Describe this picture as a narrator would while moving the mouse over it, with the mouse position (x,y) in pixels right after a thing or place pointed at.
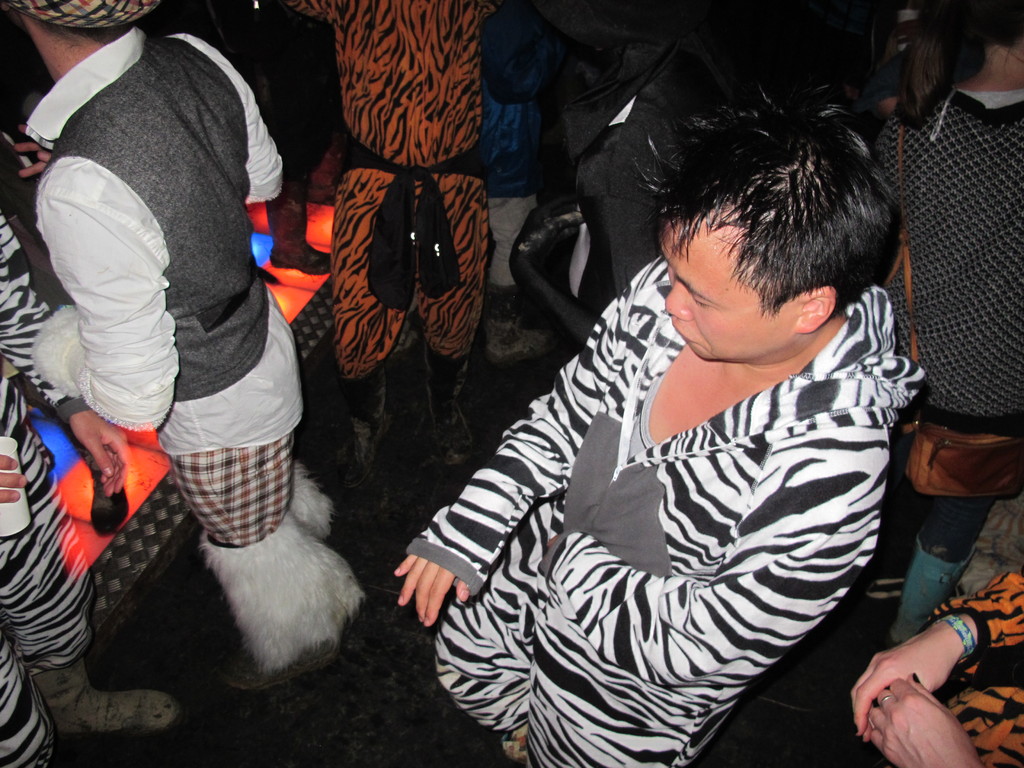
In this image we can see these people (483,683) wearing different costumes (278,611) are standing on the floor (426,745).
